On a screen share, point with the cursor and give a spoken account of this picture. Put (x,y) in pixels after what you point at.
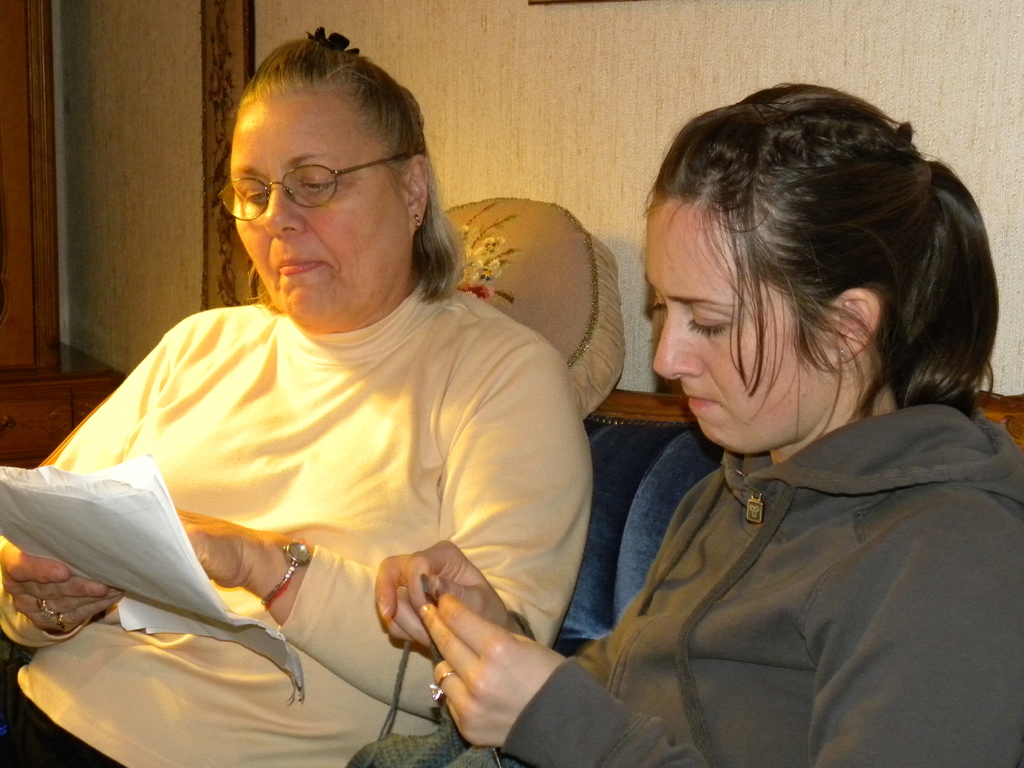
There is a lady (292,373) holding papers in her hands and another lady (805,529), both are sitting in the foreground area of the image (559,377), there is a pillow (522,258) in the background (522,200).
